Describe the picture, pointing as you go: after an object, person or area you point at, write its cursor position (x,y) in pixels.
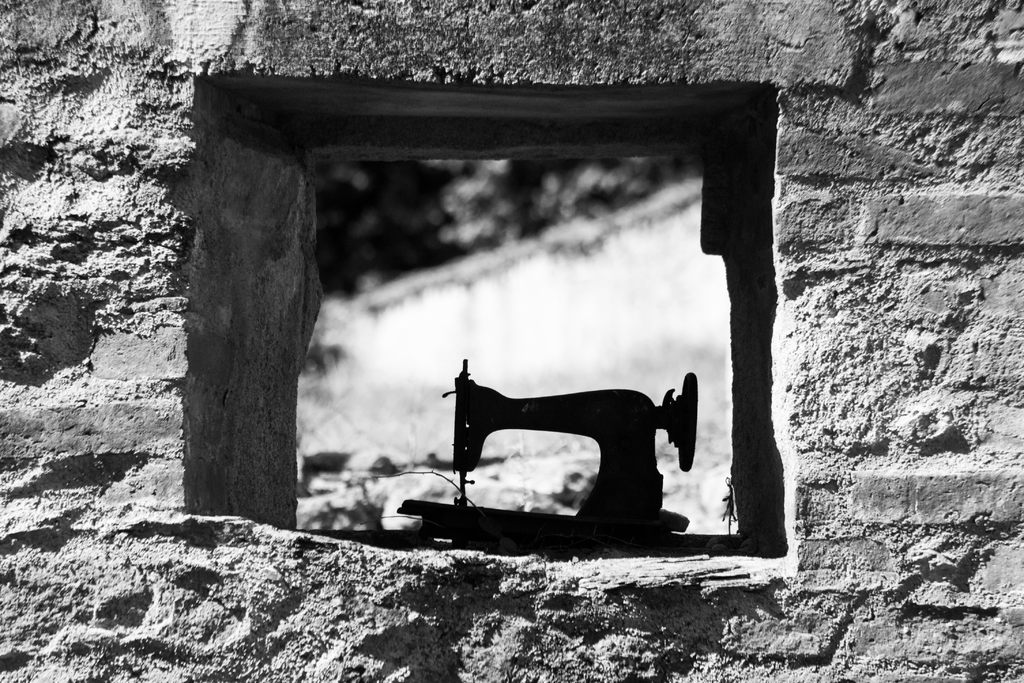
In this picture we can see the wall (240,516), sewing machine (480,442) and in the background (587,316) it is blurry.
